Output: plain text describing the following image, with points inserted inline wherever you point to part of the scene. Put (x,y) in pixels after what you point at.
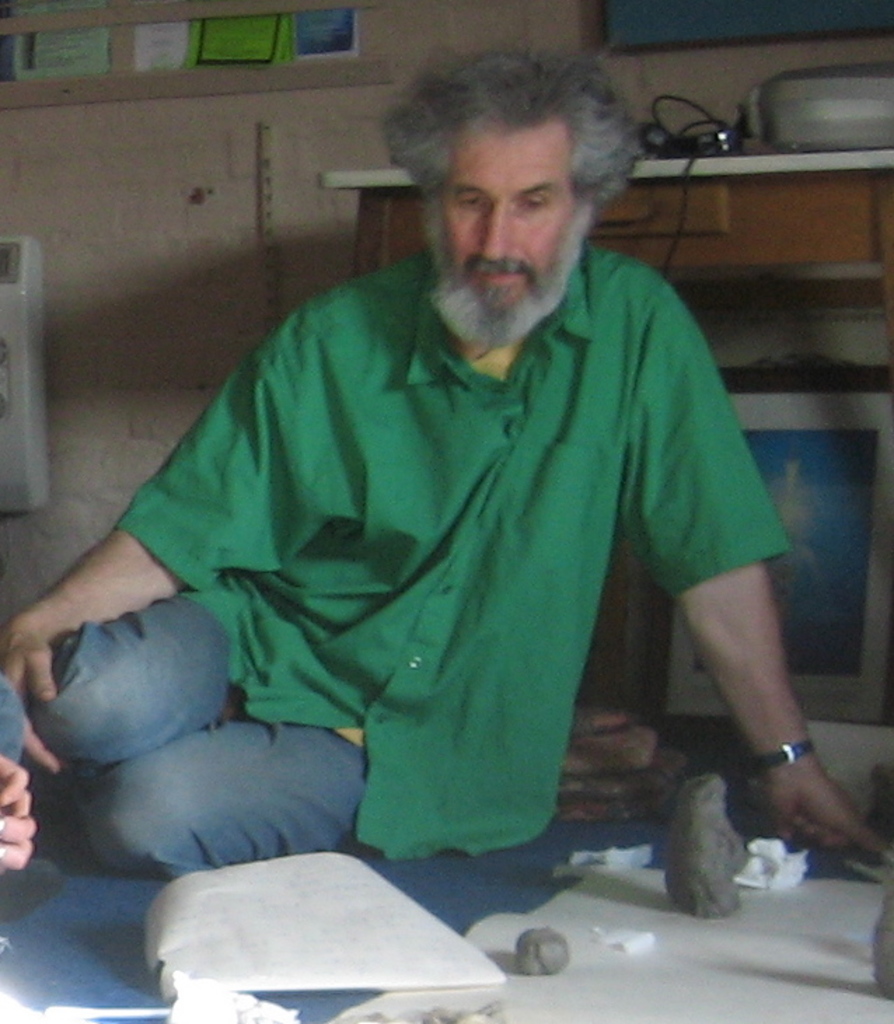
In this image I can see a person (226,573), on the left side (10,849) I can see person hand (6,859) and at the bottom (541,961) I can see papers (760,871), some other objects (629,811) and there is the wall (182,220) and there is a table (726,229), on the table (726,188) there is a cable cord (657,129) and there are some posters (109,76) attached to the wall (696,71).
